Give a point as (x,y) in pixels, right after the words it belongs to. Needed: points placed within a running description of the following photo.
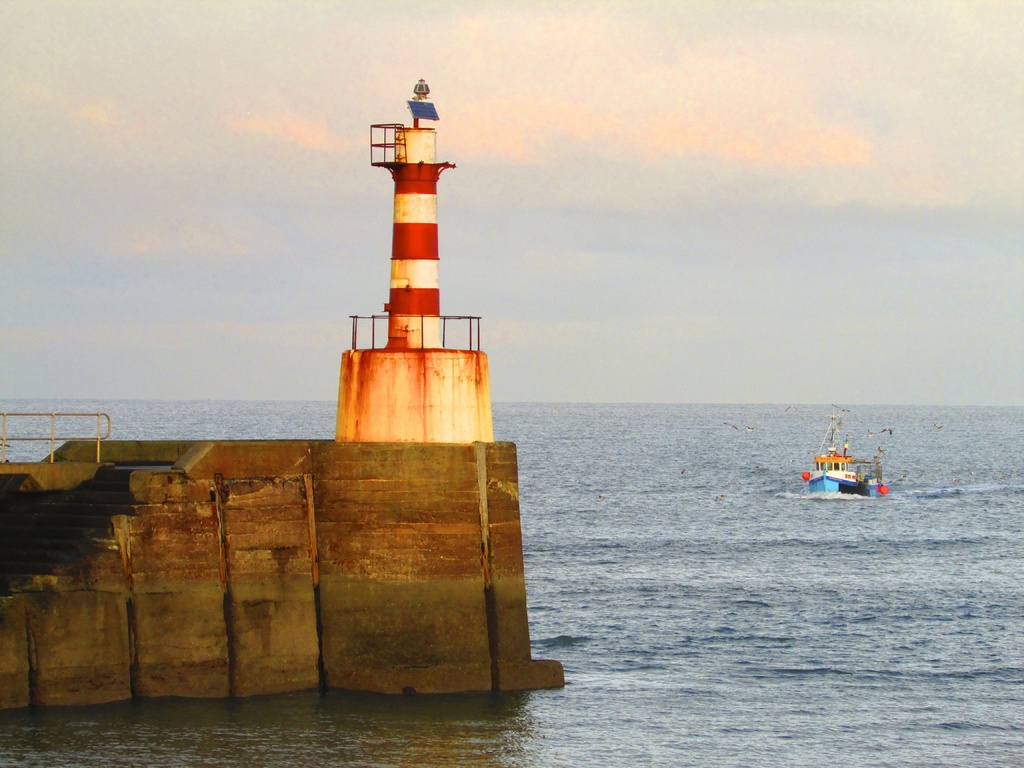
In the image we can see the lighthouse (406,216), stairs (78,508), boat (848,467) in the water (669,654) and a cloudy sky (612,161).
